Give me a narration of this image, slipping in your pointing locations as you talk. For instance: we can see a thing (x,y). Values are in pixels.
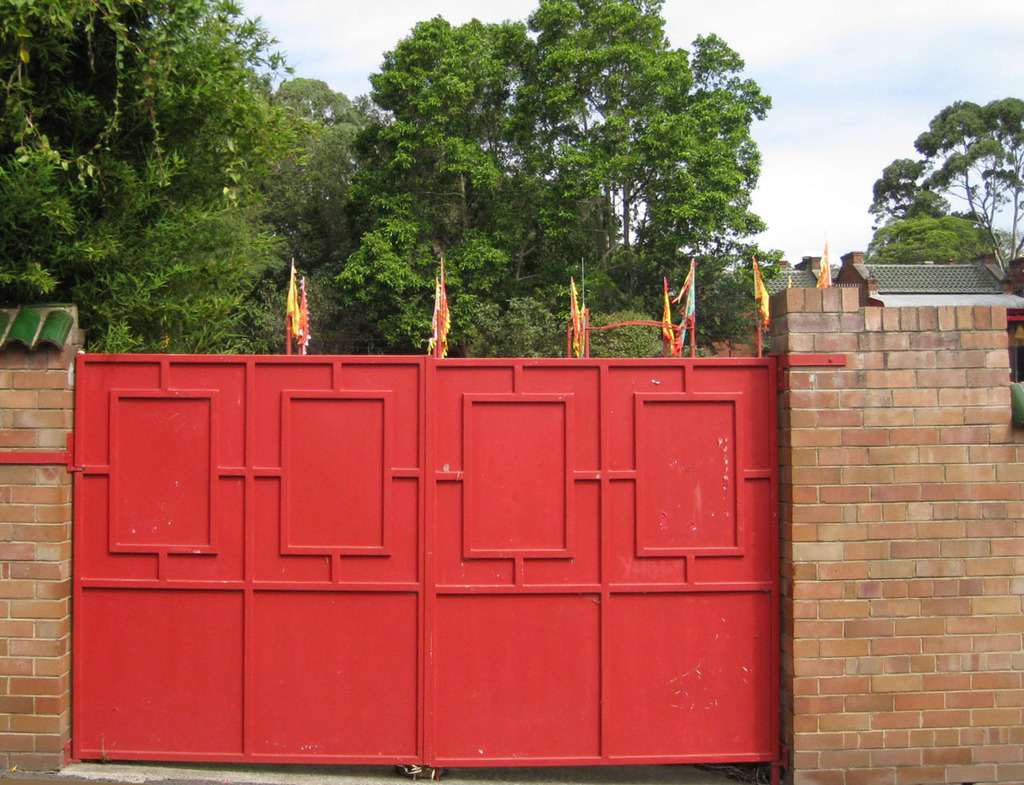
In this picture there is a red color gate (603,403) in the center of the image (529,406), on which there are small flags (443,333) and there are trees (776,273) and a house (968,268) in the background area of the image (566,257).
